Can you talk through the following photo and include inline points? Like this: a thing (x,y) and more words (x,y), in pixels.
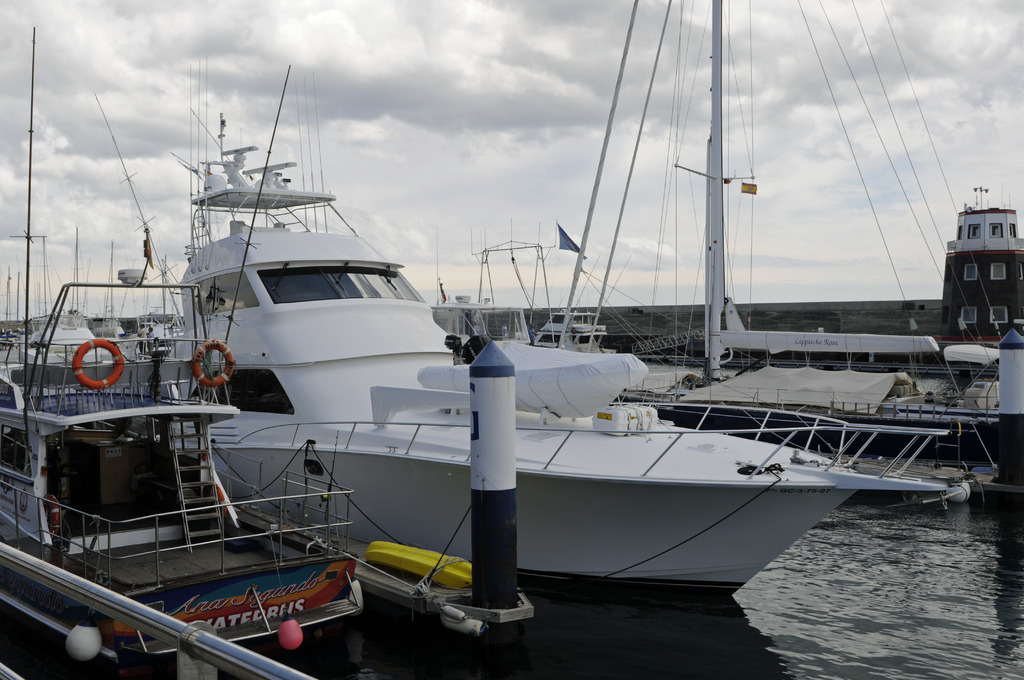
In this image we can see ships (531,431) on the water (346,665), poles (161,385), swimming rings (219,379), carton box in the ship (130,636) and ropes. In the background (156,206) we can see a building (992,274) and clouds (623,146) in the sky (597,68).
